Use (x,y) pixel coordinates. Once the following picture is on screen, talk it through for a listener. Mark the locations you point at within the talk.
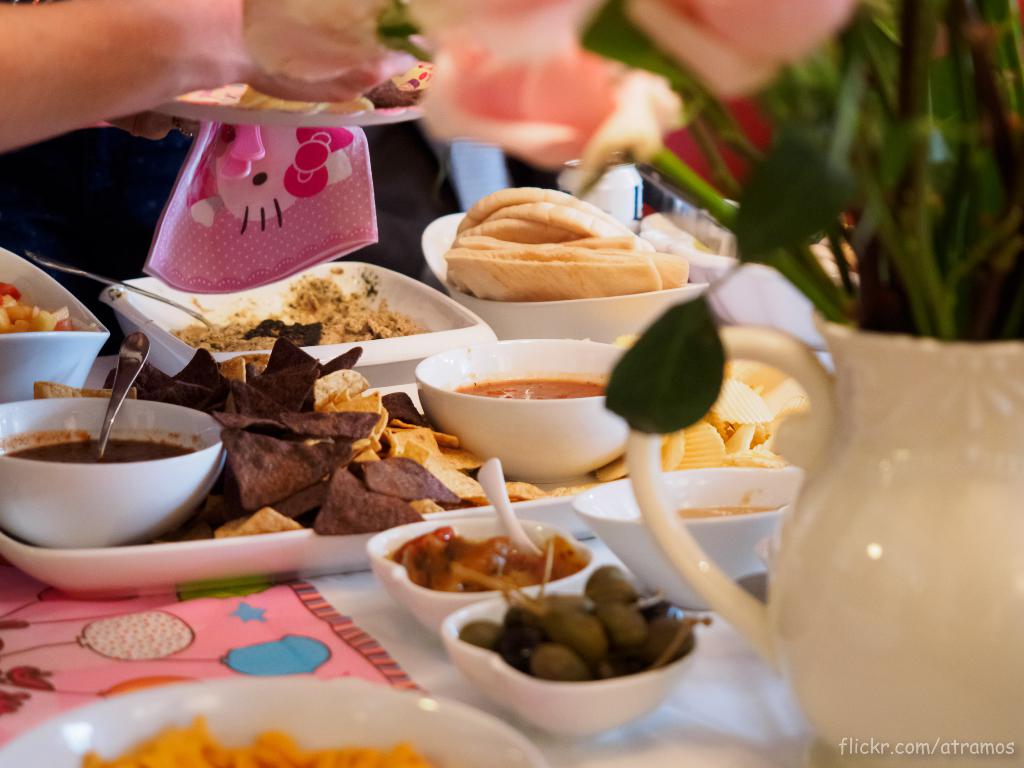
In the image I can see a table (318,579) on which there are some plates (192,550), bowls (130,476) in which there is some food item (367,424) and also I can see a plant (651,369) to the side.
